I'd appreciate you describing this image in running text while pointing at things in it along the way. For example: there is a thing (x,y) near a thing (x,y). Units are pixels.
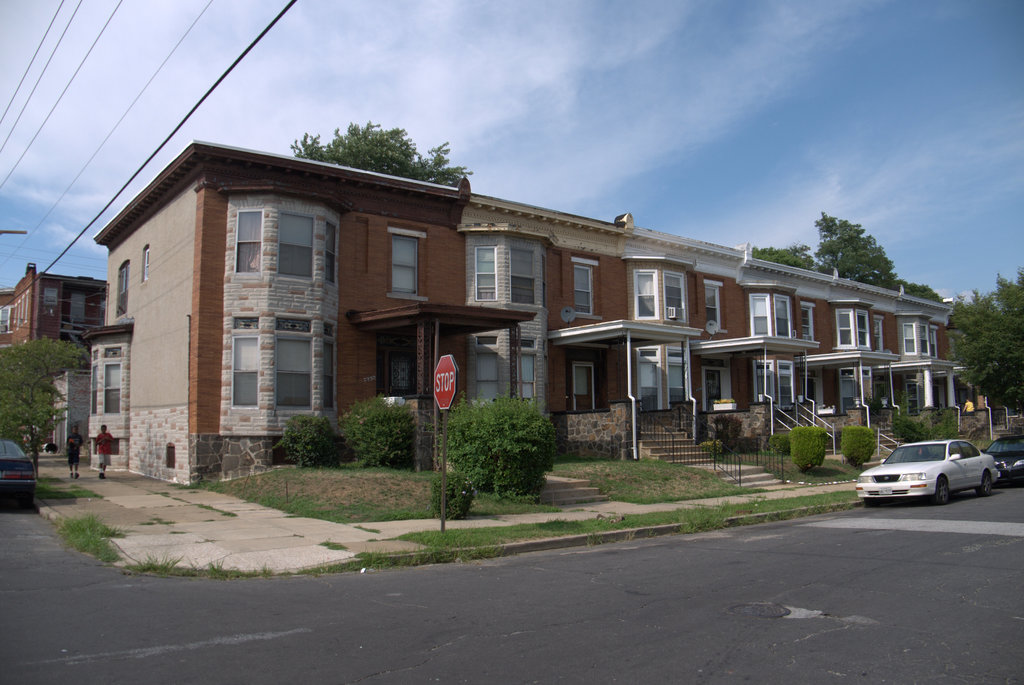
In this image we can see buildings (610,276), staircases (675,450), railings (667,432), sign boards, motor vehicles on the road (156,579), persons (76,455) walking on the floor (123,503), electric cables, trees (448,173) and sky (674,190) with clouds (271,147).
